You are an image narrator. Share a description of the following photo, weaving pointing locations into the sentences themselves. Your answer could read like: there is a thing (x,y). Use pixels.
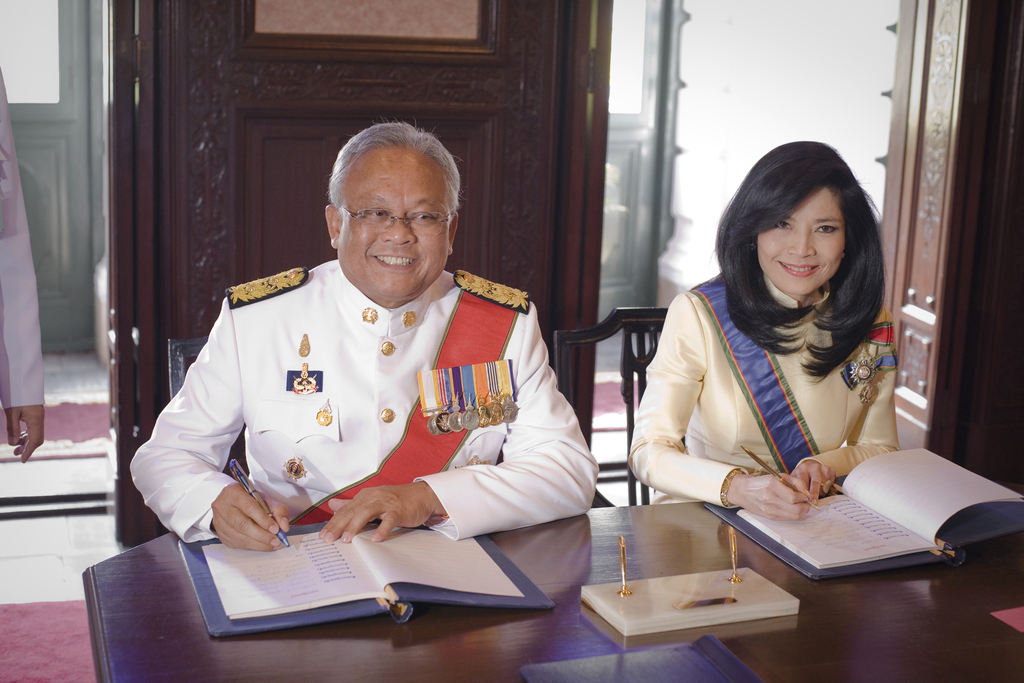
In the middle (355,438) I can see two persons (849,439) are sitting on the chairs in front of the table (537,567) on which there are books (483,587) and stand (621,582). In the background (449,129) I can see doors (126,134) and a person (18,237) is standing. This image is taken in a room (81,553).
